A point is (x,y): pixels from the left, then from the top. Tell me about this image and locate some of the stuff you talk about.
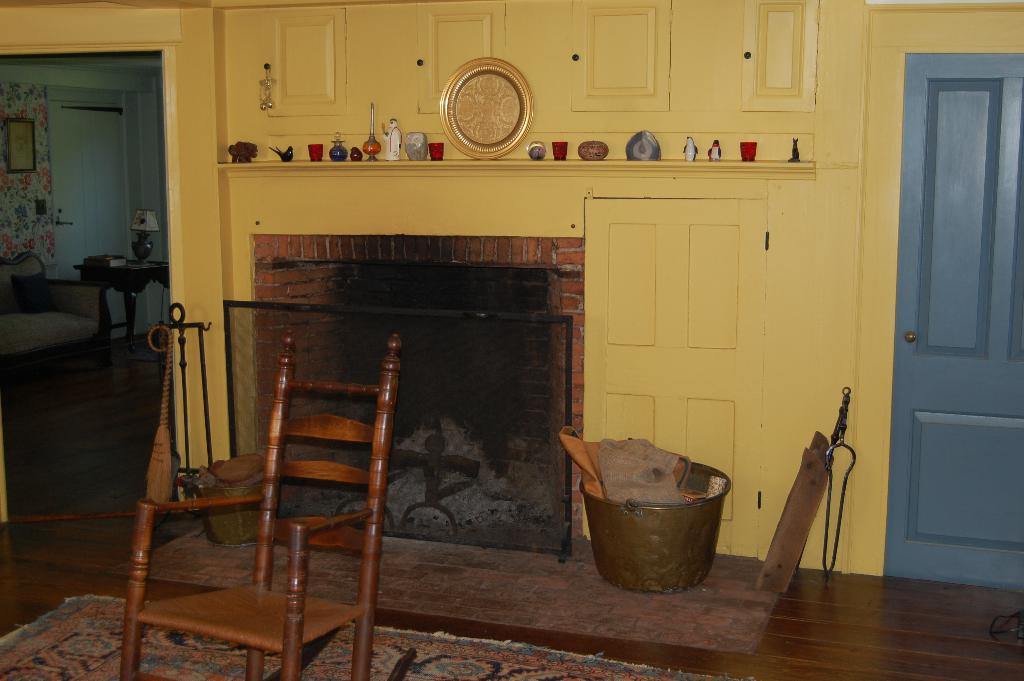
There is a cupboard (383,43) on the center (645,276). There is a toys (405,155) and shield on a cupboard (792,168). There is a door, bowl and wooden stick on the right side (802,554). There is another door (75,150) and chair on the left side (57,184).
